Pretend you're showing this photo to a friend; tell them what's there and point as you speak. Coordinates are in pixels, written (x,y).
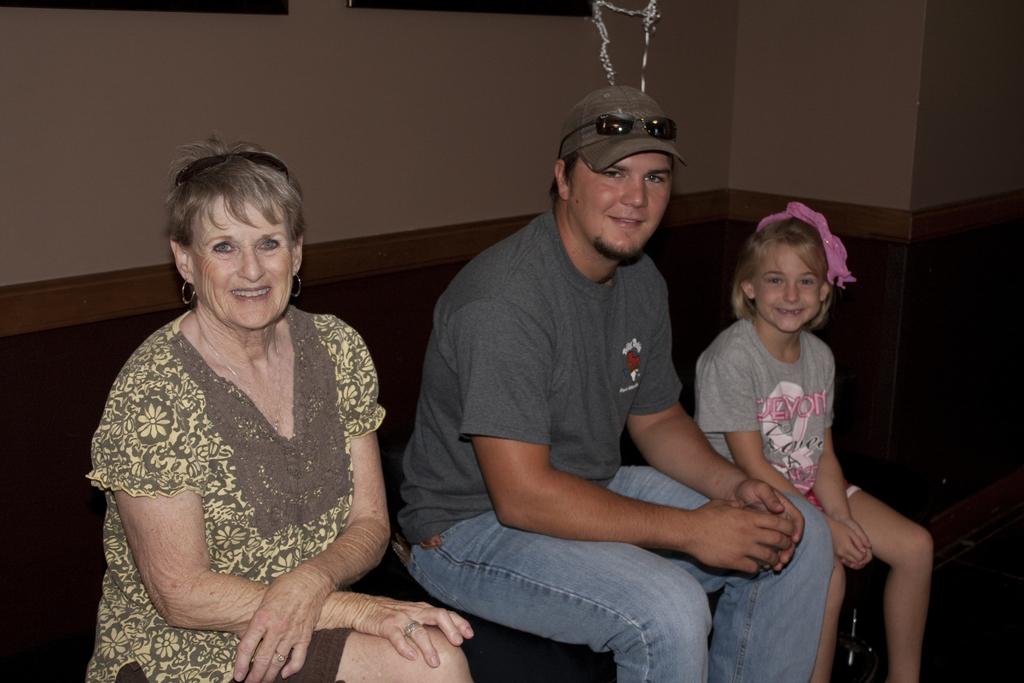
There is a woman (268,392), man (552,393) and a girl (723,411). They are sitting on the sofa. Man (575,378) is wearing a cap (615,162). On the cap (602,142) there is a goggles (610,125). Also woman (223,451) is wearing a goggles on the head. In the back (553,99) there is a wall (766,84).
